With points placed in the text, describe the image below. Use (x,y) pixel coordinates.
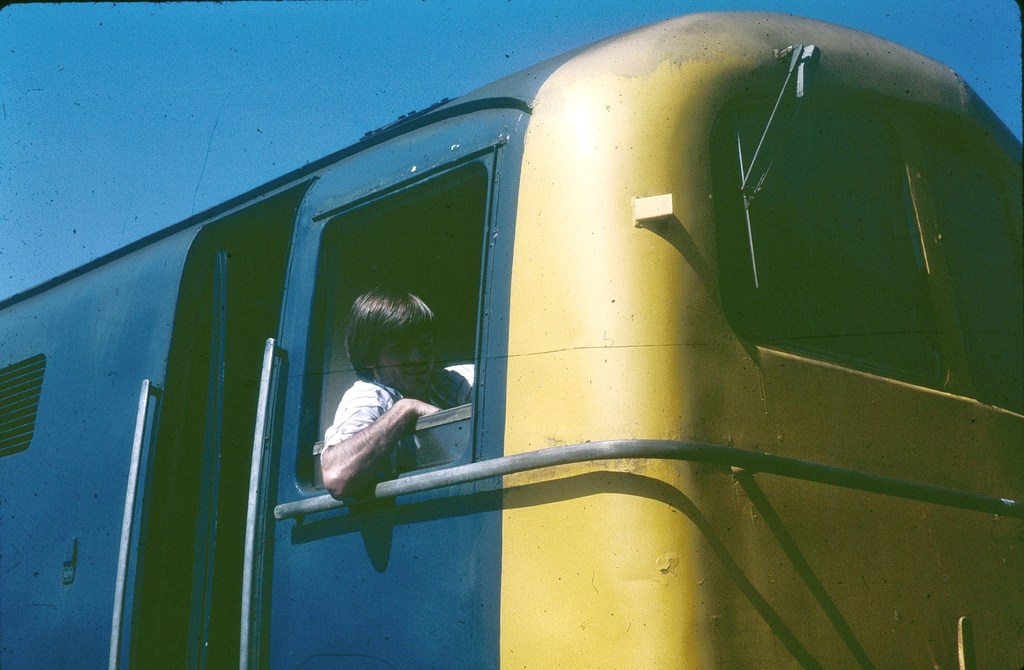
In this image we can see a person (407,372) sitting in the motor vehicle (527,363).
